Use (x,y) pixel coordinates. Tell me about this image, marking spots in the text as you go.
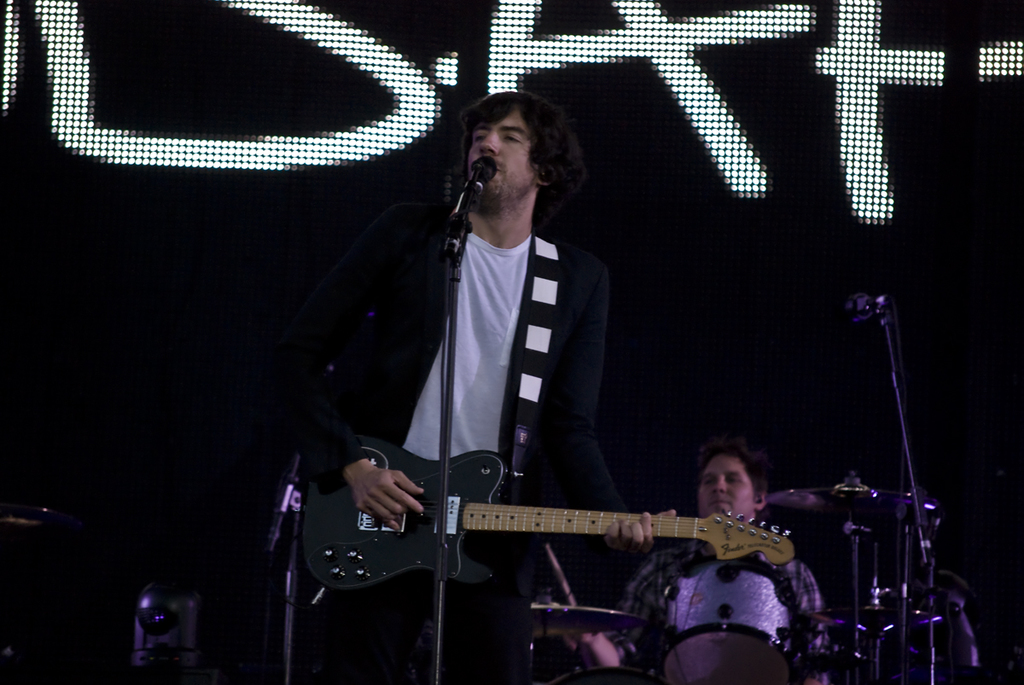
This is the man (548,458) standing and playing guitar (537,520). He is singing a song. These are the mics (484,167) attached to the mike stands (460,225). I can see a person (743,478) sitting and playing the drums (805,634). This looks like a screen (778,209) with a display (132,210). I think this is a stage show.
